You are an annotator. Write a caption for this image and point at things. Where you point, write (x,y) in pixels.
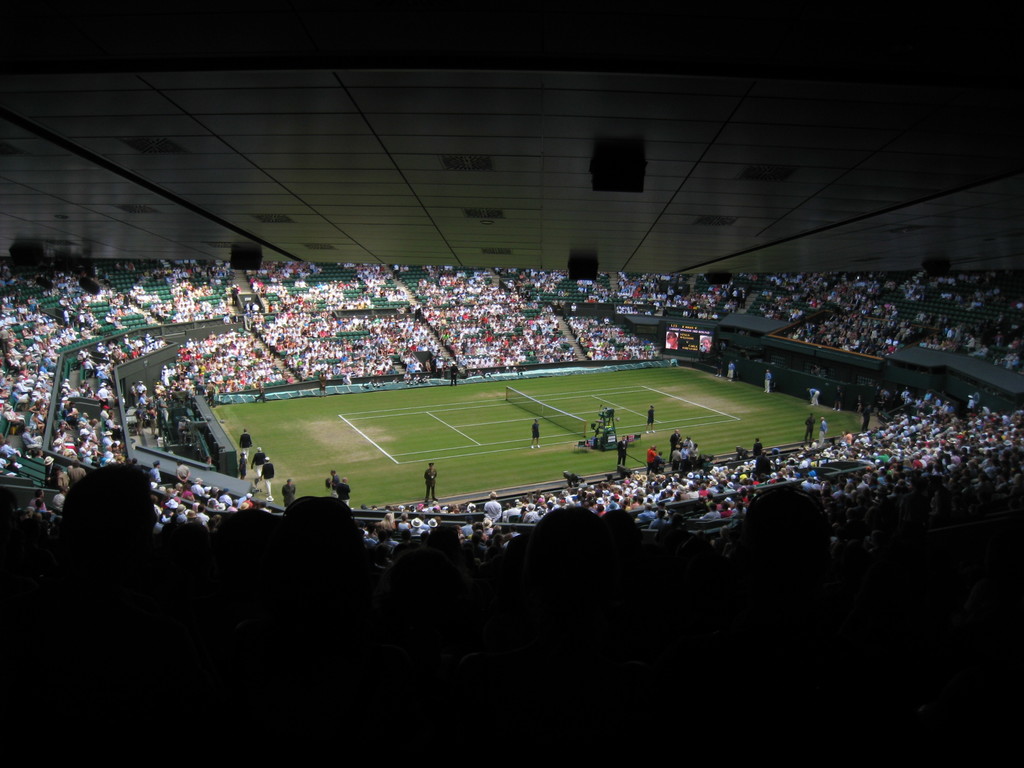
In this picture we can see many people (626,516) from left to right. There are a few people (623,439) and a net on the ground (639,446). We can see a board (672,326). There are some black objects (614,169) on top (253,250).
